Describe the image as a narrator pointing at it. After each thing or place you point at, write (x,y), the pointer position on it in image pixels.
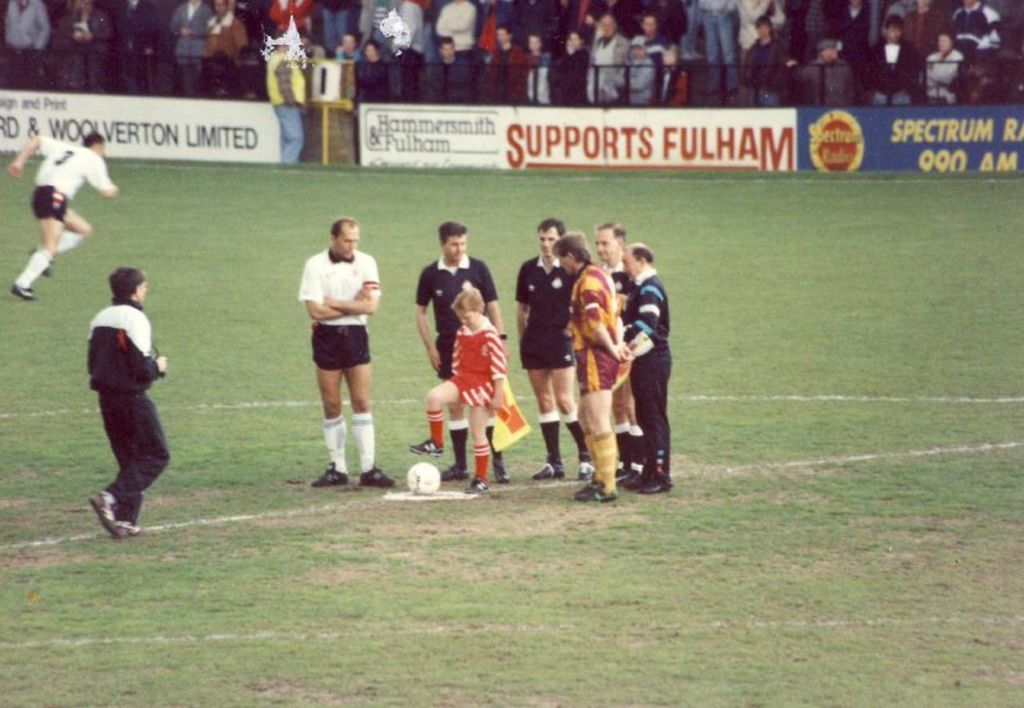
In this image I can see grass ground (297,324) and on it I can see white lines (424,494), a white colour football (433,488) and I can see number of people (333,463) are standing. I can see few of them (62,180) are wearing white dress (59,173) and most of them (148,364) are wearing black. In the background (671,145) I can see few boards (385,135) and I can see number of people (965,41) are standing. I can also see something is written on these boards (486,135).
